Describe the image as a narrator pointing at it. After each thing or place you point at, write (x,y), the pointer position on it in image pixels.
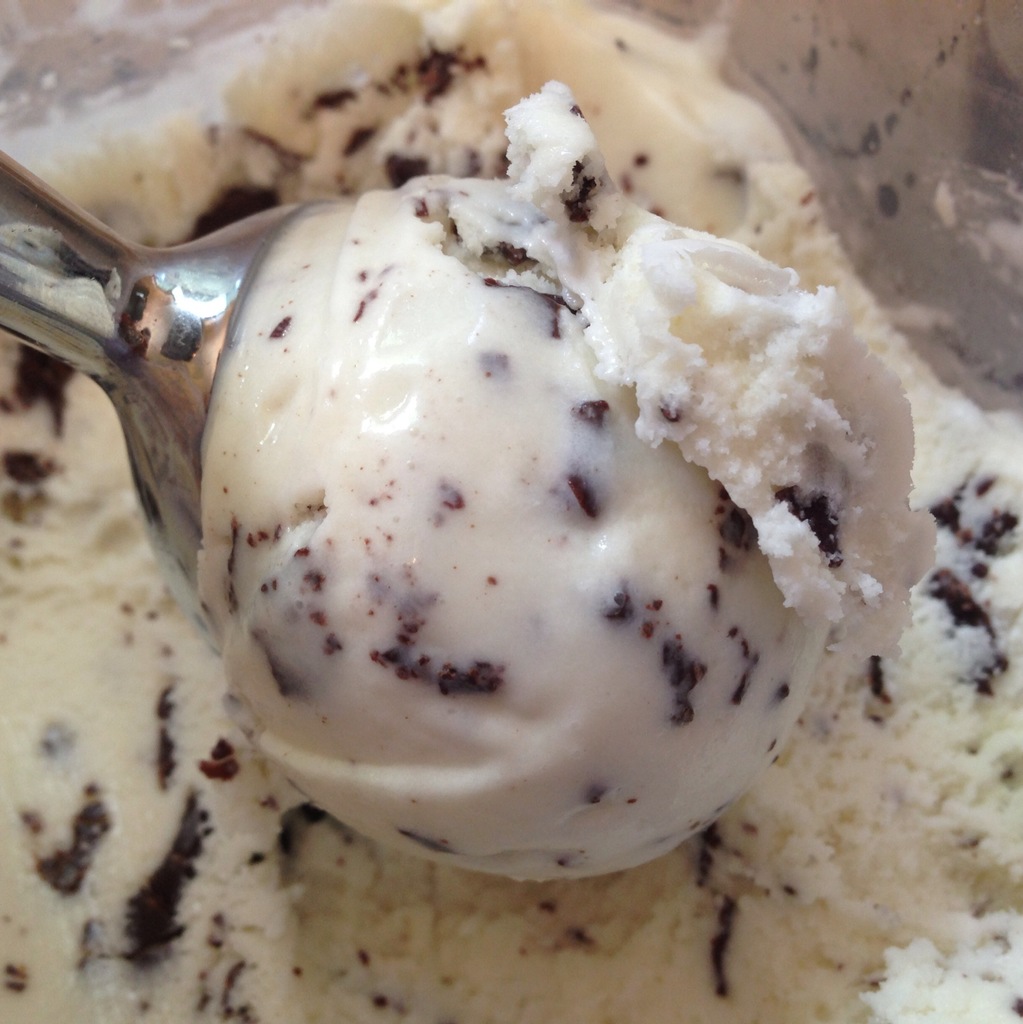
In this picture I can see there is a scoop of ice cream (448,469) and in the backdrop (865,790) there is more ice cream (36,702), it has some chocolate (91,796) in it.
